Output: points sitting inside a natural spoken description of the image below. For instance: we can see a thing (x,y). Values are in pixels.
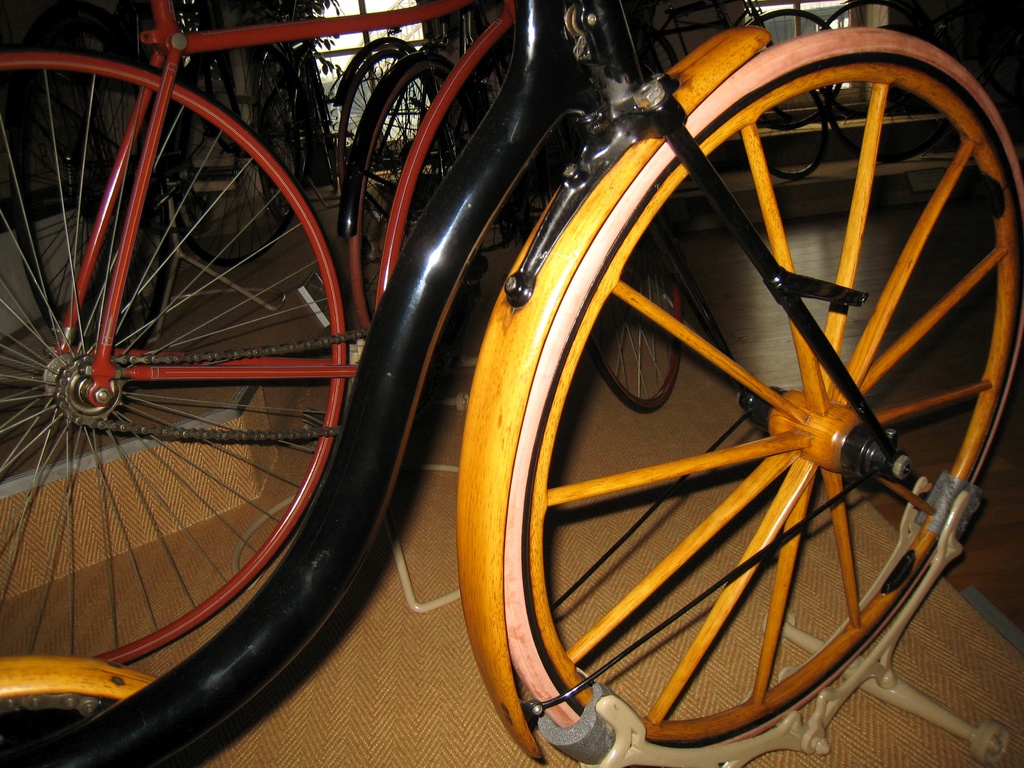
In this picture, we see bicycles (230,350) in red, yellow and black color. In the background (290,19), we see a plant (288,12) and windows (418,34). This picture might be clicked in the bicycle garage (770,380).
